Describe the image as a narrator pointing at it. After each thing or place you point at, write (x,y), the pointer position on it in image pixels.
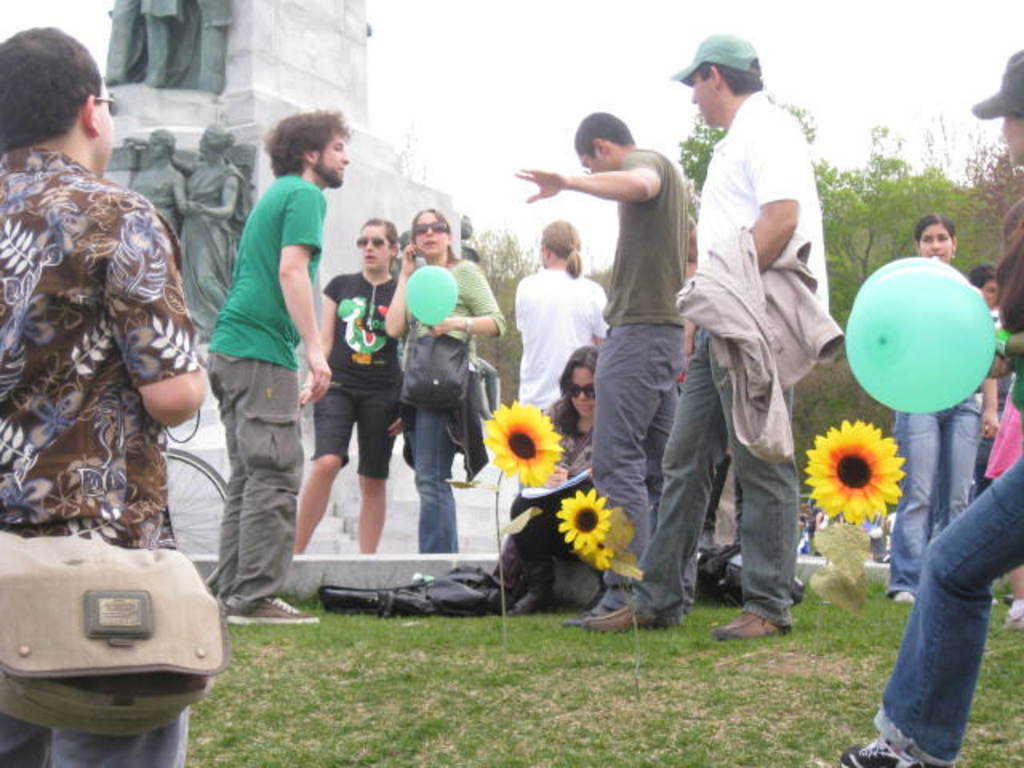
This is an outside view. On the right side (936,674) there is a person (939,653) holding balloons (970,353) in the hands (995,362). On the left side (56,426) there is a man (13,440) wearing a bag (85,678) and standing facing towards the back side (61,632). In the middle of the image (472,385) I can see few people (518,327) are standing and one woman (579,396) is sitting on the ground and she is holding some objects (551,491). Here I can see three plants (847,520) along with the flowers (583,515) which are in yellow color. At the bottom (375,721), I can see the grass (396,710) on the ground (430,722). At the back of these people (255,209) there is a pillar (293,53) on which I can see few sculptures (181,170). In the background (859,193) there are many trees (873,189). At the top of the image (515,42) I can see the sky (444,86).
